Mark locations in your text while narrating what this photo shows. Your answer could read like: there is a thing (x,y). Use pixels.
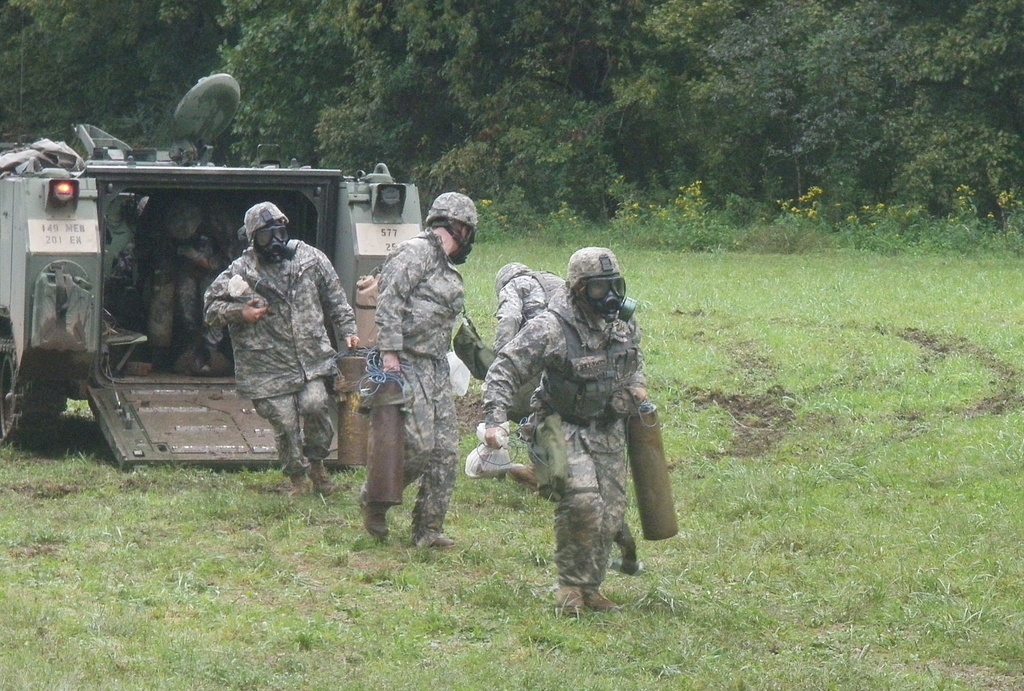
This image is taken outdoors. At the bottom of the image (204,521) there is a ground (58,505) with grass (777,351) on it. In the background (264,74) there are many trees (331,85) and plants (576,168) with leaves (826,198), stems (773,69) and branches (866,74). On the left side of the image (127,268) a vehicle (93,357) is parked on the ground (254,475). There are a few people (185,265) in the vehicle (167,263). In the middle of the image (535,401) four men (535,401) are walking on the ground (675,555) and they are holding a few objects (389,448) in their hands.
